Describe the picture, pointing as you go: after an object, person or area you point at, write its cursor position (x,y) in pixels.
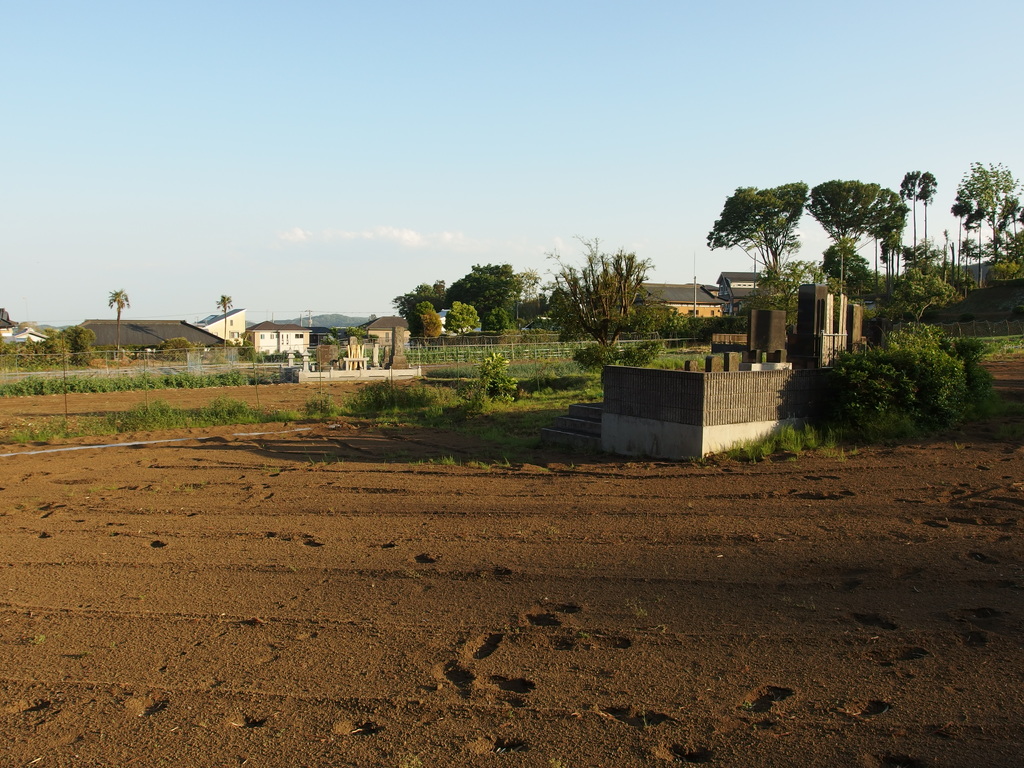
In this image we can see the houses (676,303), some poles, mountains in the background (223,335), one object (595,416) with a staircase (585,412) on the ground (36,371), some mud (59,399) on the ground (271,421), few objects (352,342) on the ground (134,463), few fences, some trees (246,331), bushes (58,362), plants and grass (1020,338) on the ground (572,565). At the top (176,234) there is the sky (872,80).
